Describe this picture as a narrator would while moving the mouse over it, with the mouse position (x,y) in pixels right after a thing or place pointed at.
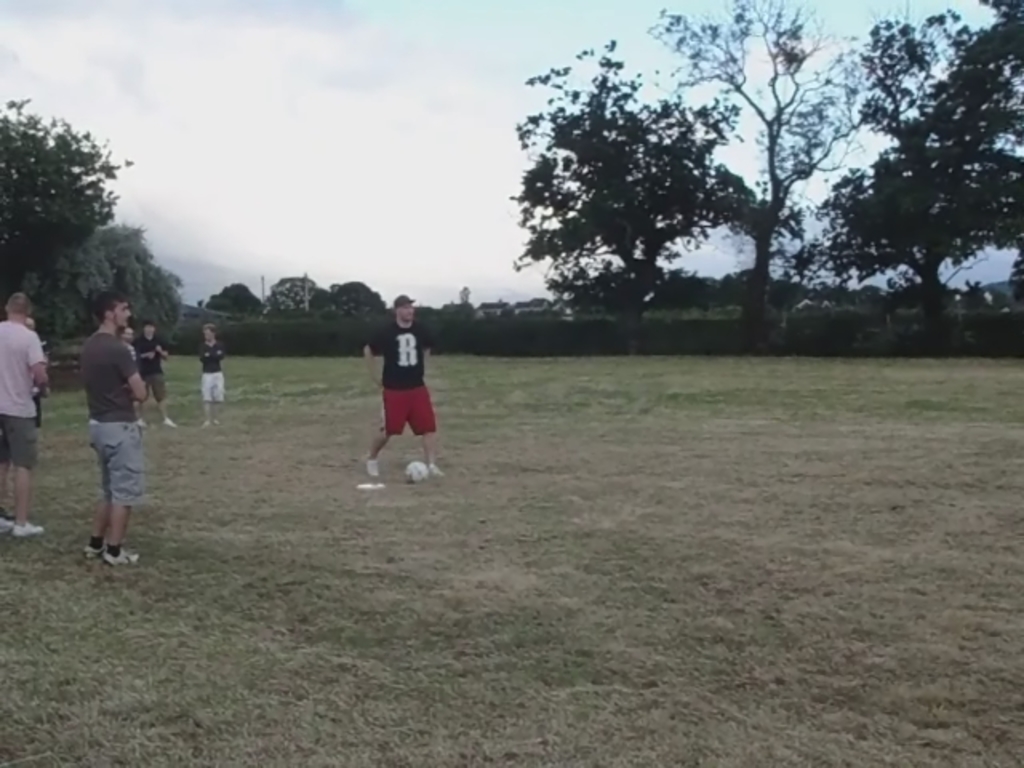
In this image we can see people (437,462) standing and a ball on the ground (439,524). In the background (638,195) there are trees (693,214), buildings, poles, fences (348,339) and sky (295,182) with clouds (499,210).
